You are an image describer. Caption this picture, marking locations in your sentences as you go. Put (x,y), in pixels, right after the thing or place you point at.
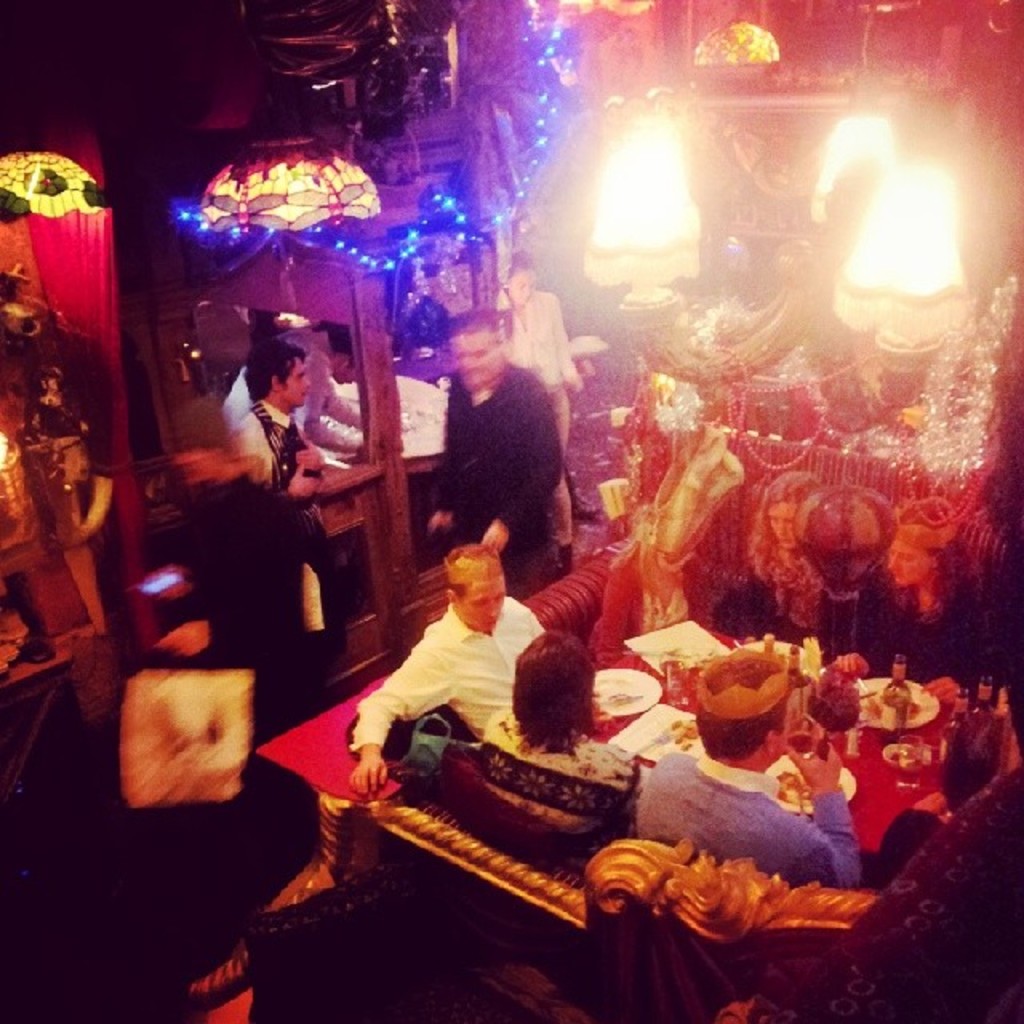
In this picture on the sofa (553,620) there are some people (627,777) sitting. In front of them there is a table (906,783). On the table (910,730) there are bottles (891,714), plates (919,712), papers (654,732) etc. There are some people (466,445) standing. There are some lights (860,253) on the top (879,207).
